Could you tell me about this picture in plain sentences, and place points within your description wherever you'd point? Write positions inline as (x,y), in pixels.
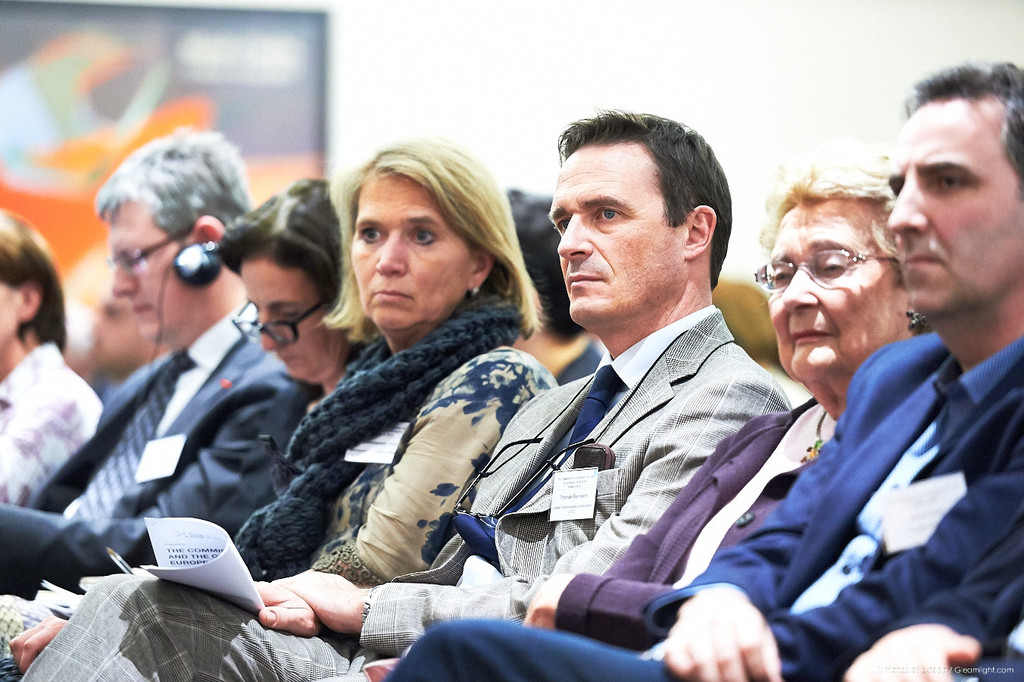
In this image I can see few people (635,481) sitting and wearing different color dress (268,547). Few people (176,488) are holding papers (221,593). Back I can see a white wall (503,92).
